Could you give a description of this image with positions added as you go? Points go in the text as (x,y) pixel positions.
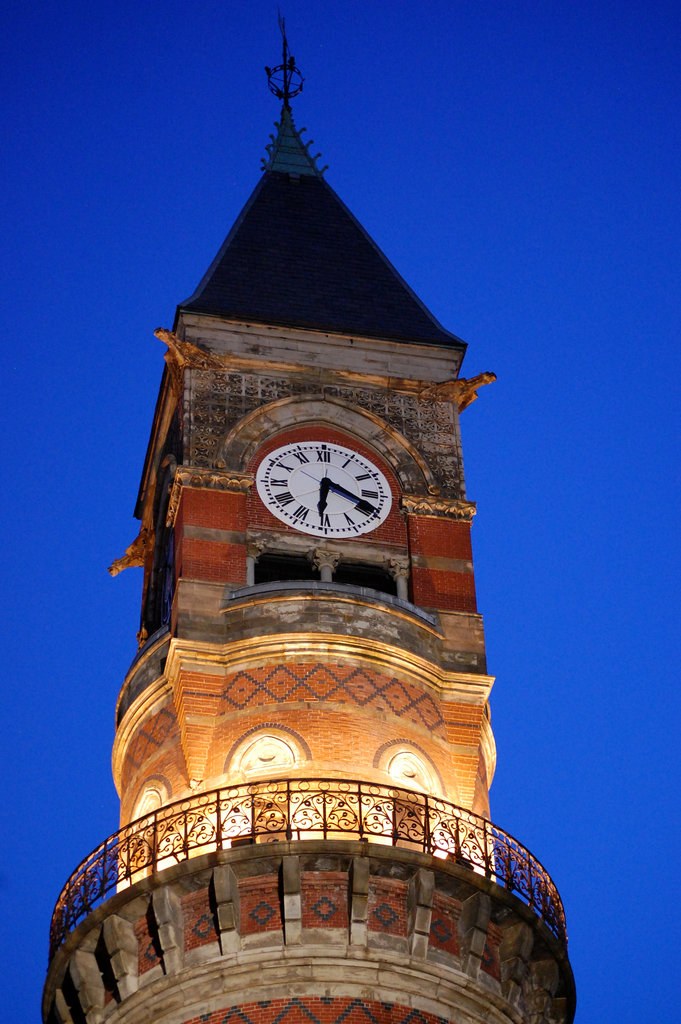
In the middle of the picture (364,490) we can see a clock tower (321,543). In the background (113,312) there is sky (542,669).
